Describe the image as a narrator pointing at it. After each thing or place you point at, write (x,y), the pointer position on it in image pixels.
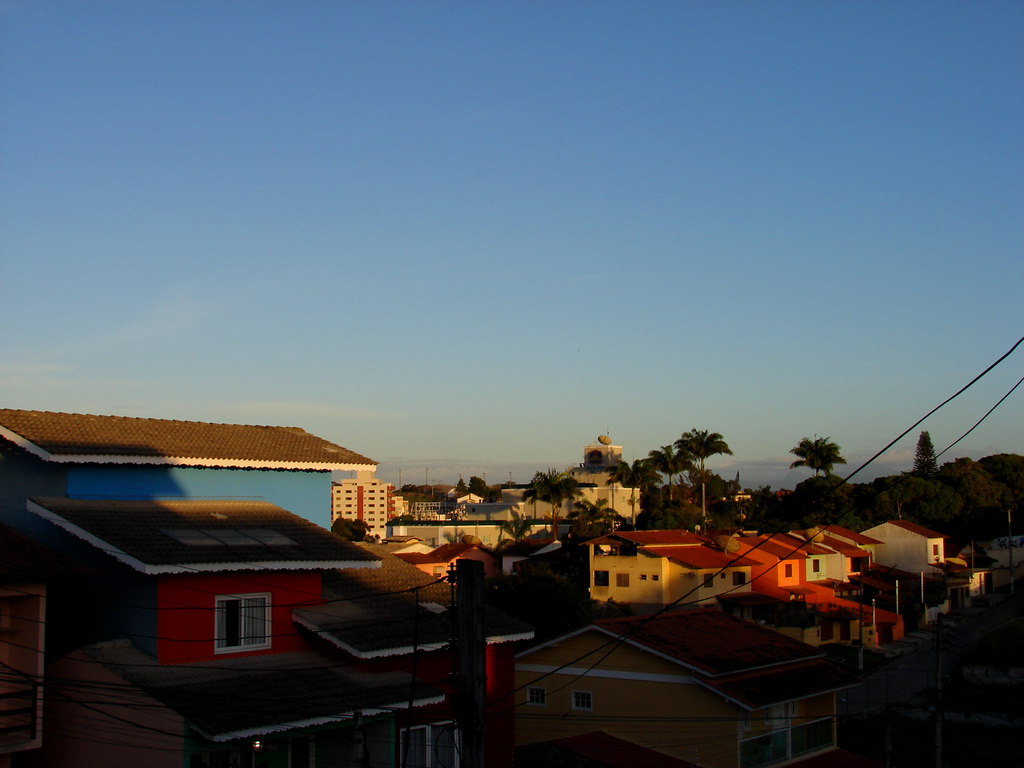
Here we can see houses (927,601), trees (540,603), poles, and wires (750,718). In the background (409,372) there is sky (624,263).
